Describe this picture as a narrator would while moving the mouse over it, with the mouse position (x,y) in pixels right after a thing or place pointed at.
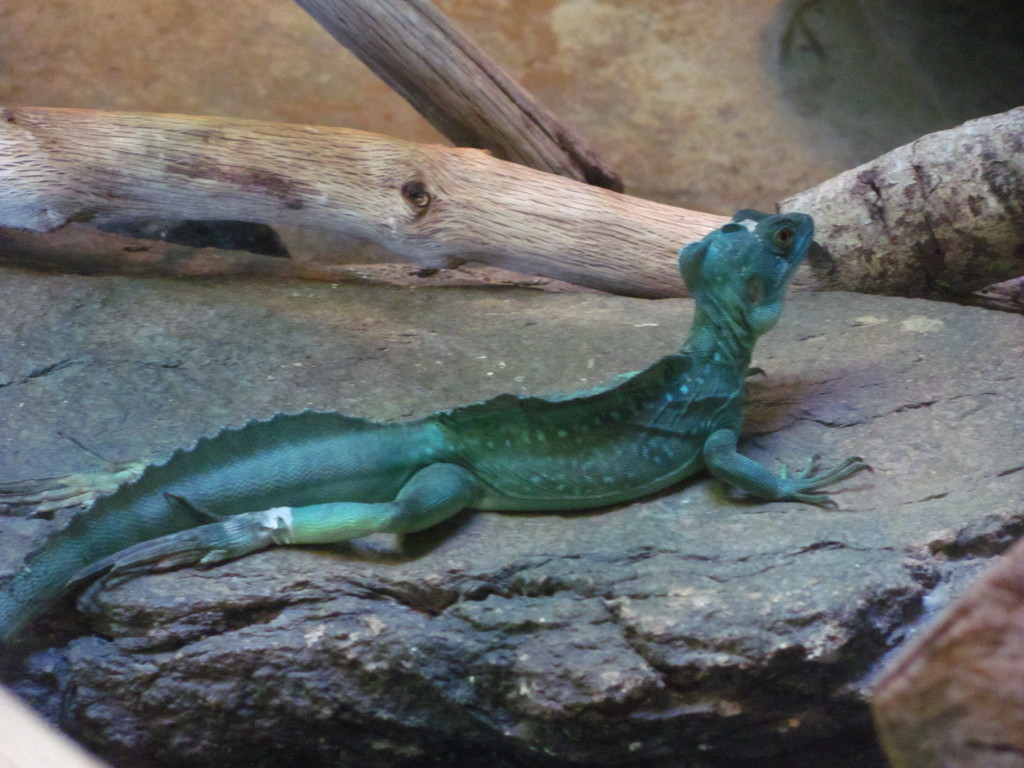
In this picture we can see a reptile (462,447) on the rock (514,340), in the background (504,254) there is some wood (536,221).
